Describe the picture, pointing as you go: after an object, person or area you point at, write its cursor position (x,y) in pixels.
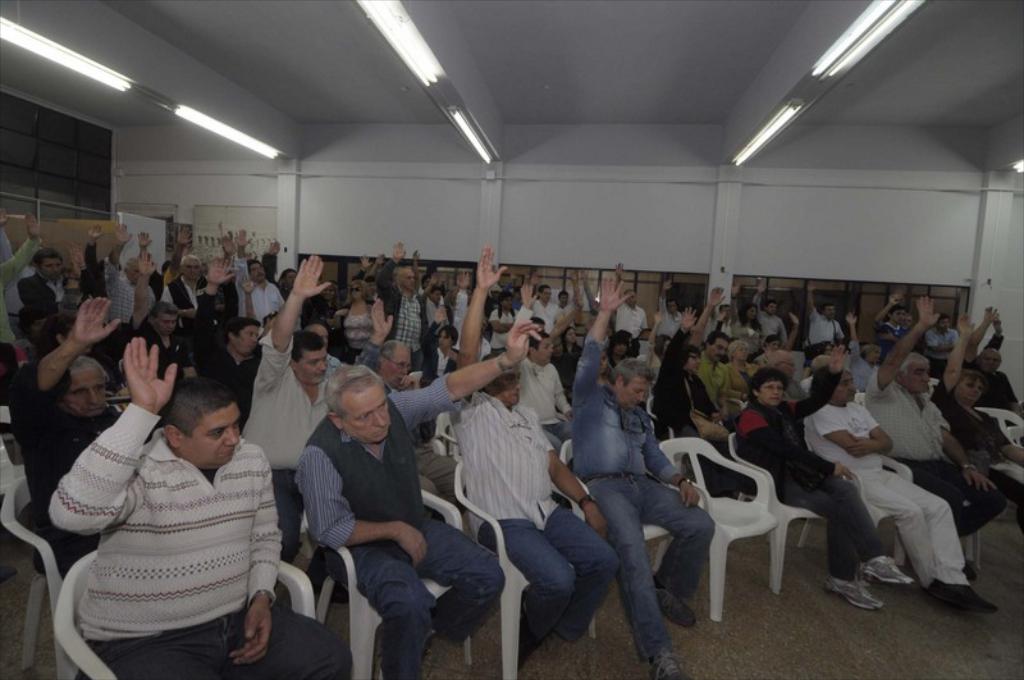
In this image we can see many persons (665,465) sitting on the chairs (712,456). In the background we can see person (908,327) standing. In the background (819,223) we can see pillars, wall (475,229), windows (774,286) and lights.
